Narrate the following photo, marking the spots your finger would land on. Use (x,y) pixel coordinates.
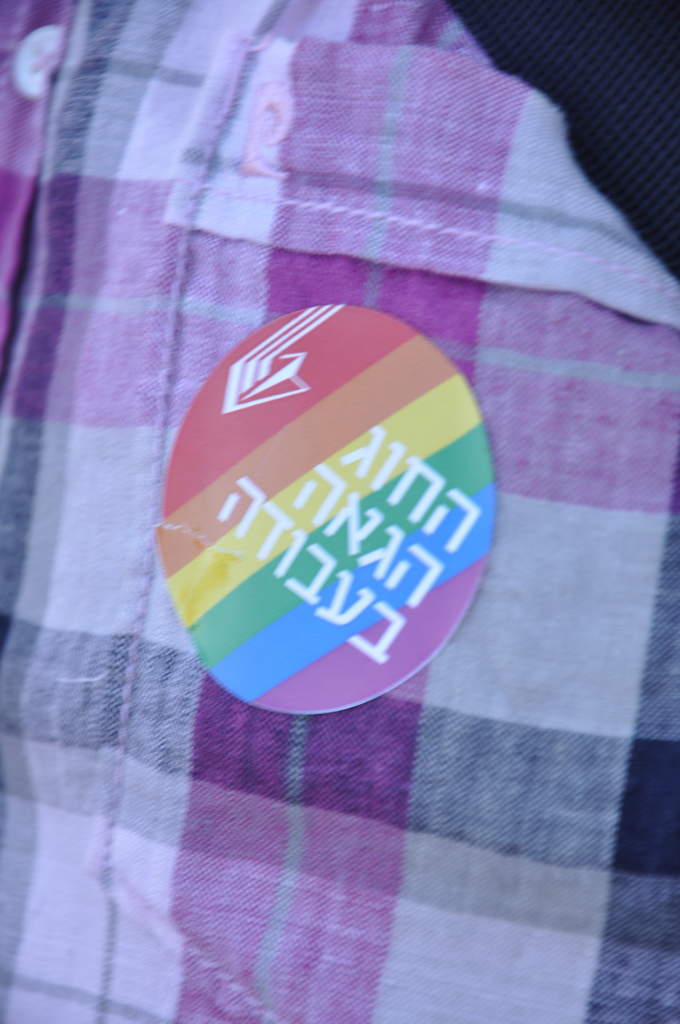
In this picture we can see a cloth (499,944) and it seems like a sticker (341,459) on a cloth (52,645).
